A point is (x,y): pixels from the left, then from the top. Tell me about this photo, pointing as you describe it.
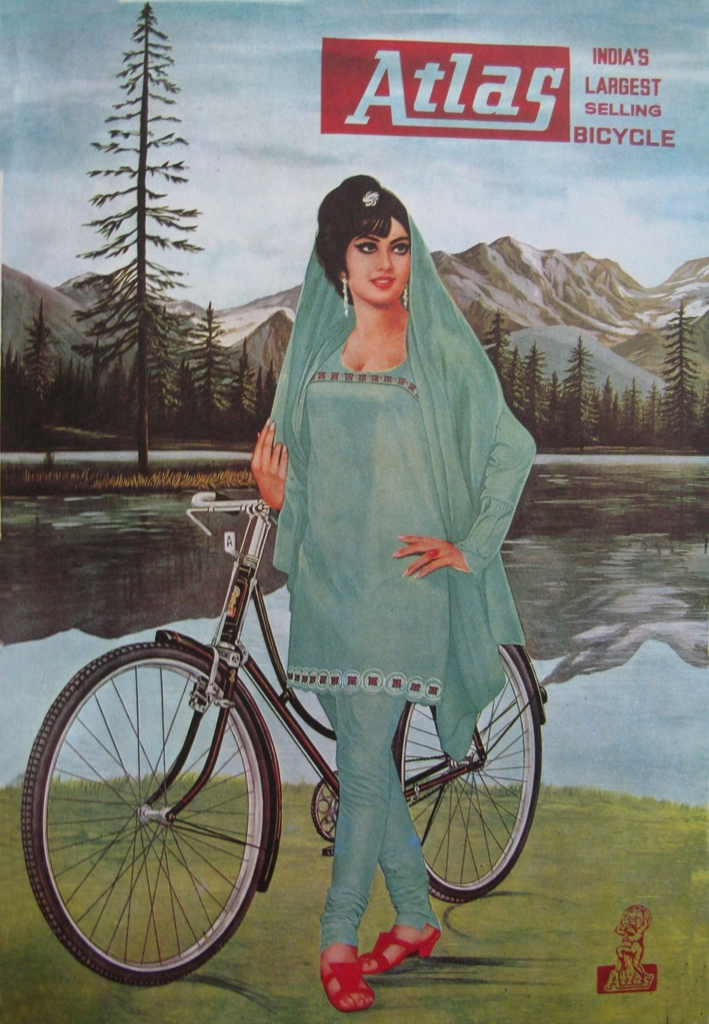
In this image we can see a poster (461,118) with text (451,95) and image of a woman (374,624) standing near the bicycle (464,857) on the ground (558,878) and in the background (579,626) there is water (117,518), trees (123,398), mountains (626,368) and the sky (262,191).
